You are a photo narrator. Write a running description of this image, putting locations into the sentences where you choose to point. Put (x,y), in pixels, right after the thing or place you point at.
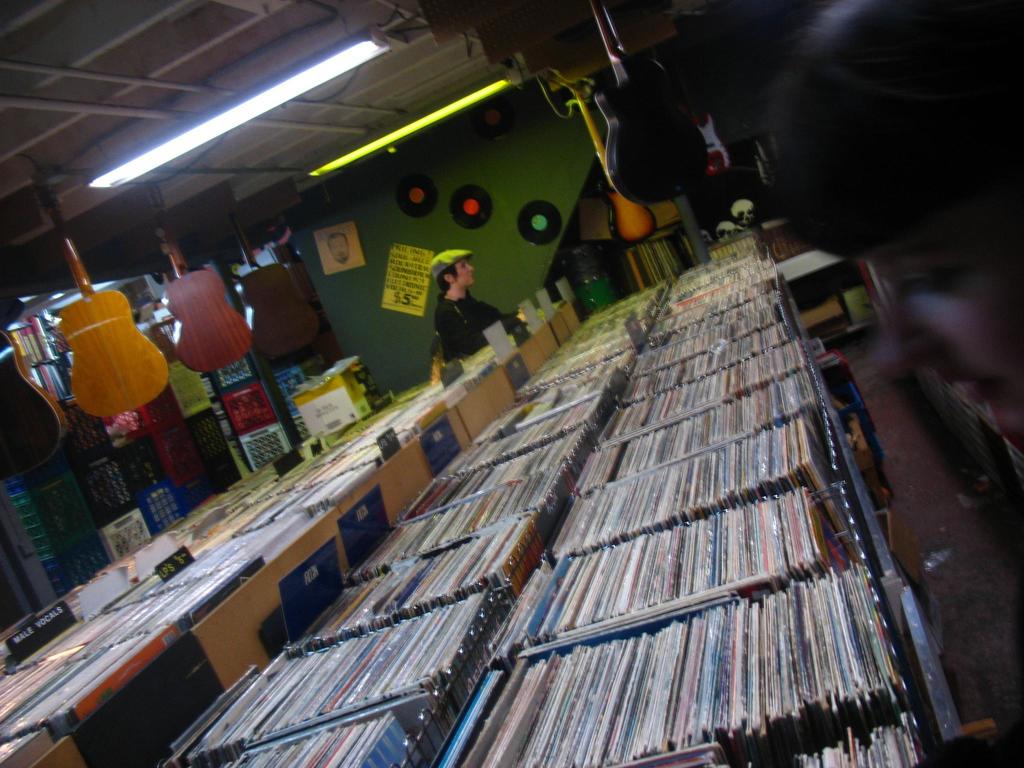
there are many records (392,654) in the rows (398,665). behind them a person (455,325) is standing. at the back (510,162) there is green wall (514,200). and on the top (628,142) guitars (208,331) are hanging.
